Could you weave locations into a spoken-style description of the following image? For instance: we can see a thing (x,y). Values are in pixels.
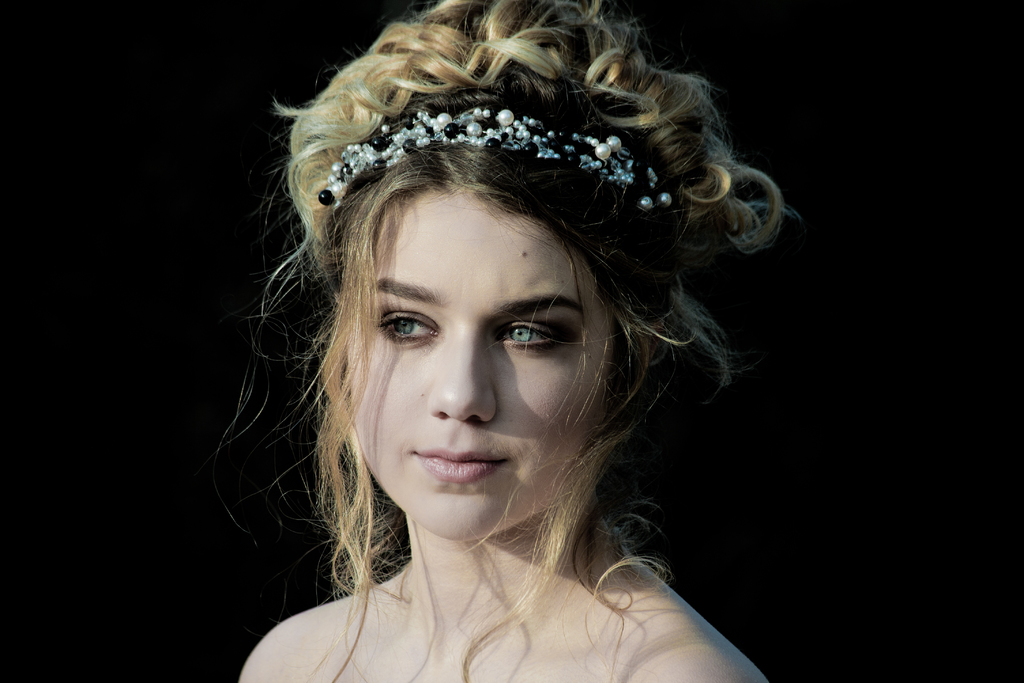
Background (954,428) portion of the picture is completely dark. Here we can see a woman (376,454). Her hair (607,74) color is brown. This is a pearls hair band (393,160).
